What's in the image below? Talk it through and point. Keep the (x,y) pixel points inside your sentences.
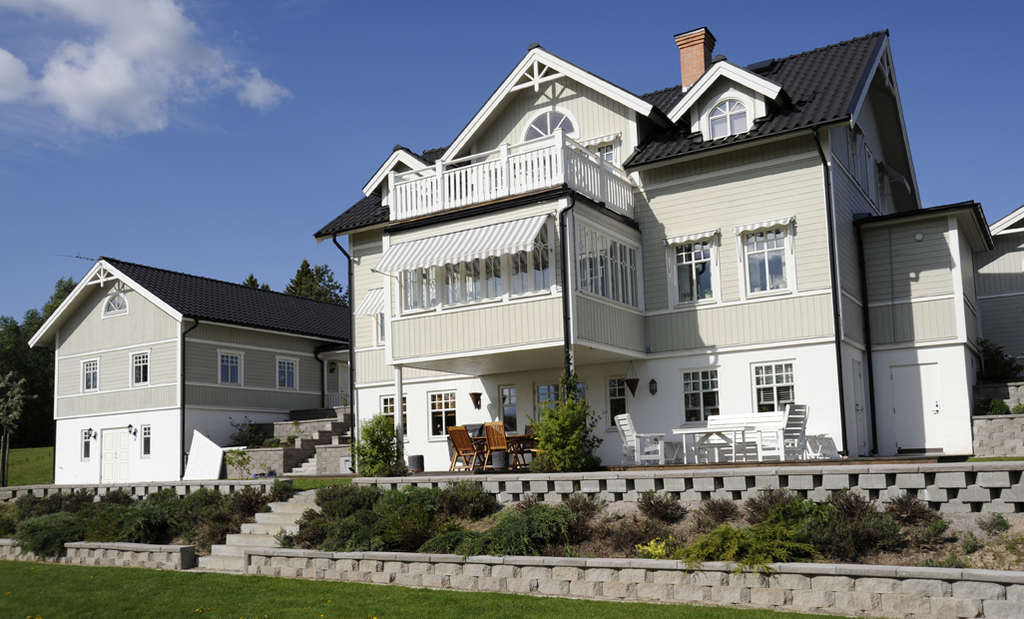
In the foreground of this picture (176,591), there is grass (109,598) on the bottom left corner (106,594). Plants (247,514) and stairs (272,530) in the middle (573,411). In the background (357,274), we can see buildings (270,304), trees (311,279), stairs (316,463), chairs (758,447), windows (770,287), doors (905,409), sky (273,164) and the cloud (162,87).
